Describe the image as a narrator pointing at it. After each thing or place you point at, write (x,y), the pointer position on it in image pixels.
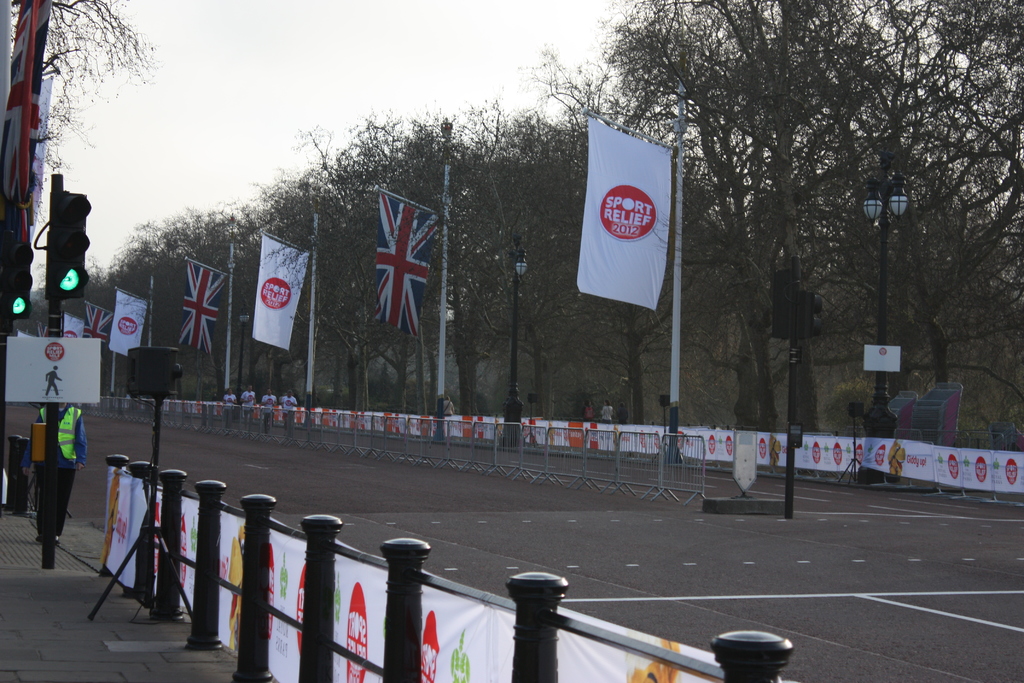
In this image there are poles (217,565) on it banner (340,583) is attached. Here there is a speaker (160,359) on a tripod stand (151,542). In the left (53,263) traffic signal (69,296) and sign board (48,368), a person (65,486) is standing over here. In the background (978,220) there are trees (538,289), street lights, flags (608,292). In the middle of the road (585,492) there is barricade (186,413). People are on the road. The sky (251,125) is clear. There is green light (73,285) on the traffic signal (82,294).
